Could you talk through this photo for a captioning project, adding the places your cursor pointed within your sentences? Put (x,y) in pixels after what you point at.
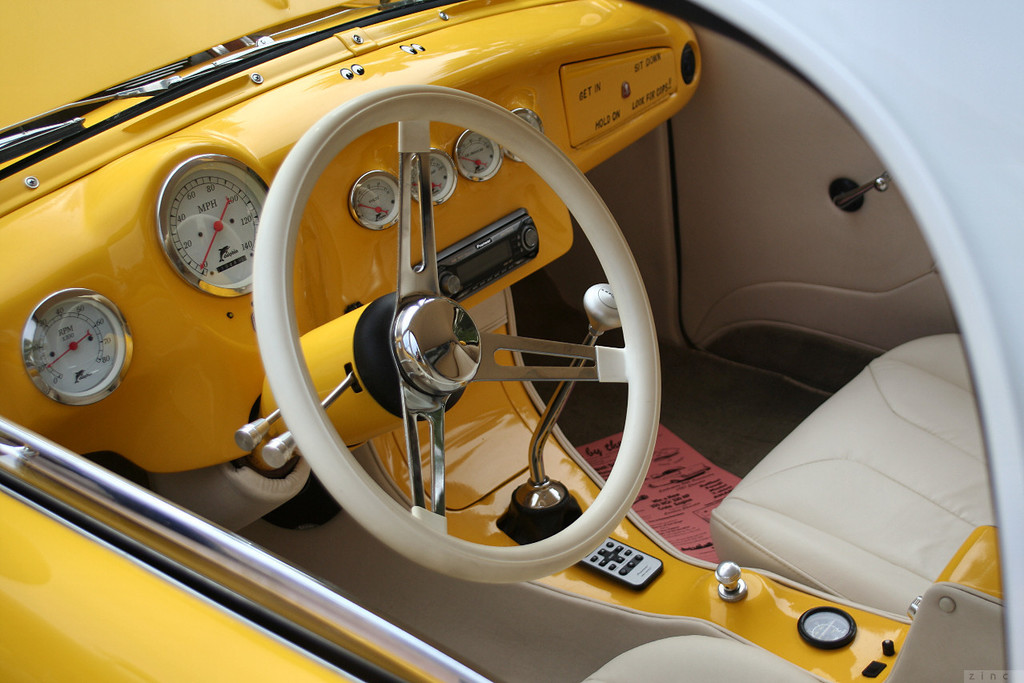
It is a zoomed in picture of a yellow color car (281,311) and in this we can see a paper (694,493) with text (677,492).
